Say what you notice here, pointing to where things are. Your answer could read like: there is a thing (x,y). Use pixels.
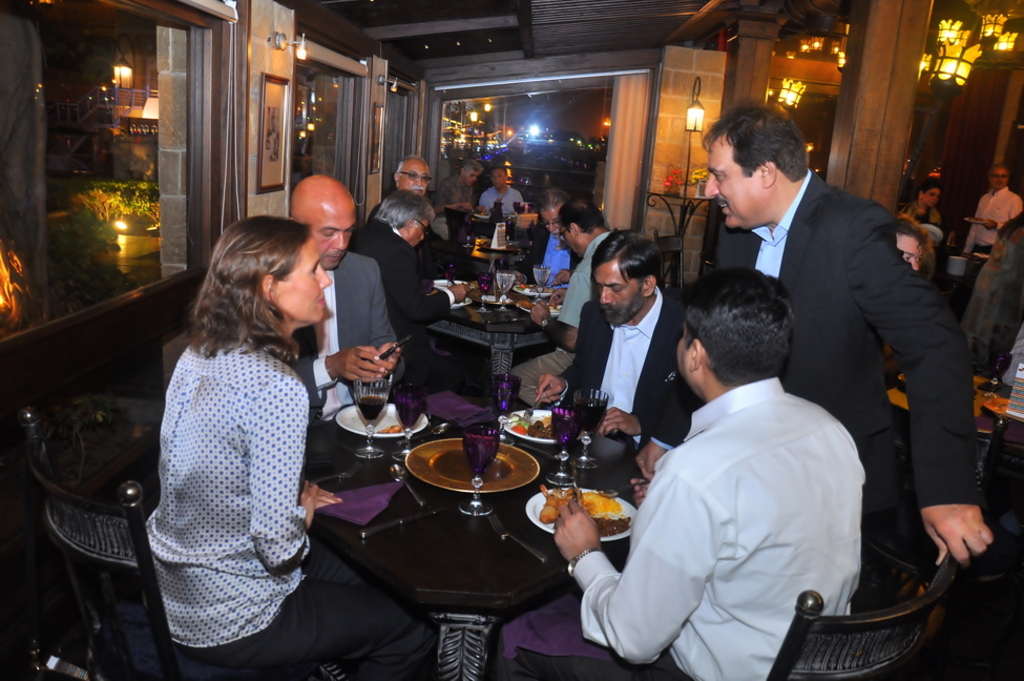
There are few people (334,342) sitting on the chair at the table (391,533). There are plates (432,462), glasses (477,473), food items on the table (537,564). On the right (825,344) a person (839,347) is standing at the table (629,450). In the background (284,144) there are frames (278,94) on the wall (252,193), window (96,144), lights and few people (565,253).
